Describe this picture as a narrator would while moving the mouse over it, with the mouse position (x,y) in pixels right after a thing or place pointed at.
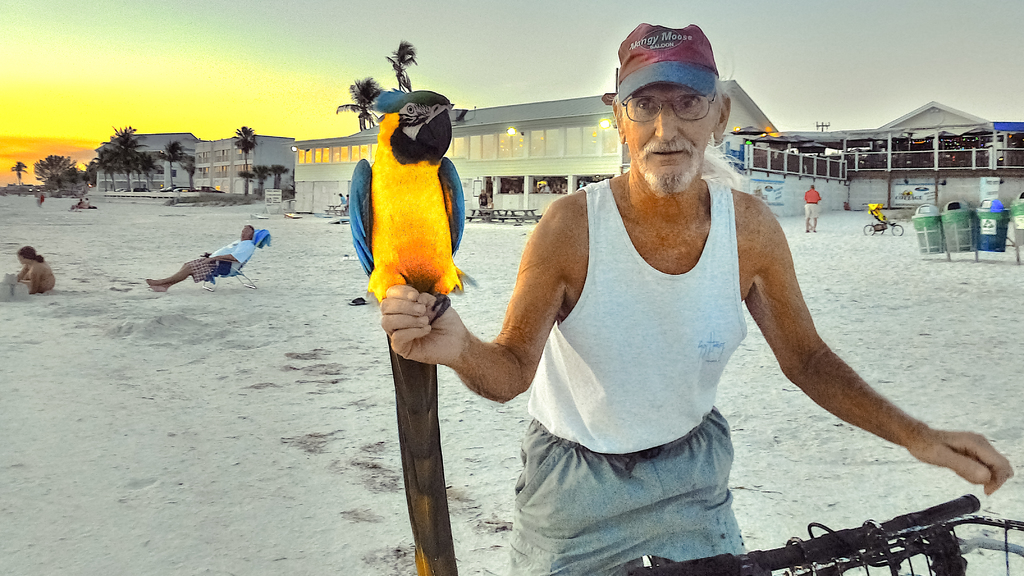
In this image I can see an open ground (162,309) and on it I can see number of people (547,273). In the front (506,372) I can see a man (675,151) is standing and I can see he is holding a yellow and blue colour parrot (424,273). I can also see he is wearing white colour dress (645,327), pant (694,470), a specs (683,104) and a cap (620,87). On the left side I can see one woman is sitting on the ground (185,227) and a man (219,259) is sitting on a chair (239,271). On the right side (995,199) I can see few plastic containers (936,213) and a stroller (883,223). In the background (468,214) I can see number of benches (480,212), few buildings (970,150), few trees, clouds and the sky (449,25). On the bottom right side of this image (712,563) I can see a trolley like thing (648,562).
